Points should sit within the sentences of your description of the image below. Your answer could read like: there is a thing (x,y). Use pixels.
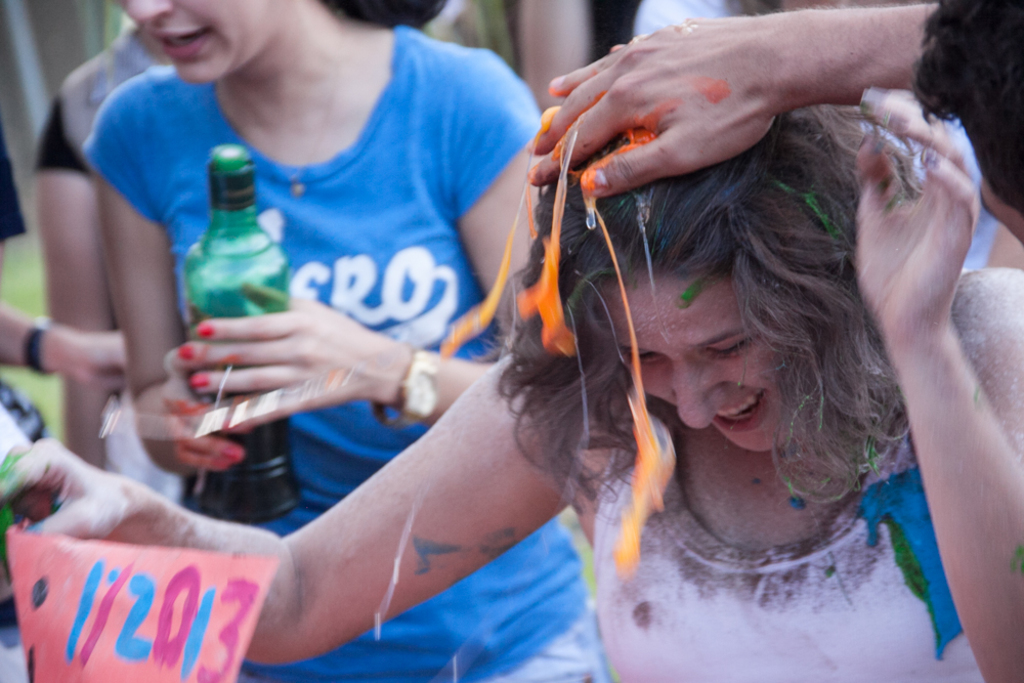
A lady (675,480) is wearing white dress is smiling and holding a paper (251,570). Behind her a lady (355,240) is wearing blue dress (316,413) and holding a bottle (235,256) and having a watch (427,408).
